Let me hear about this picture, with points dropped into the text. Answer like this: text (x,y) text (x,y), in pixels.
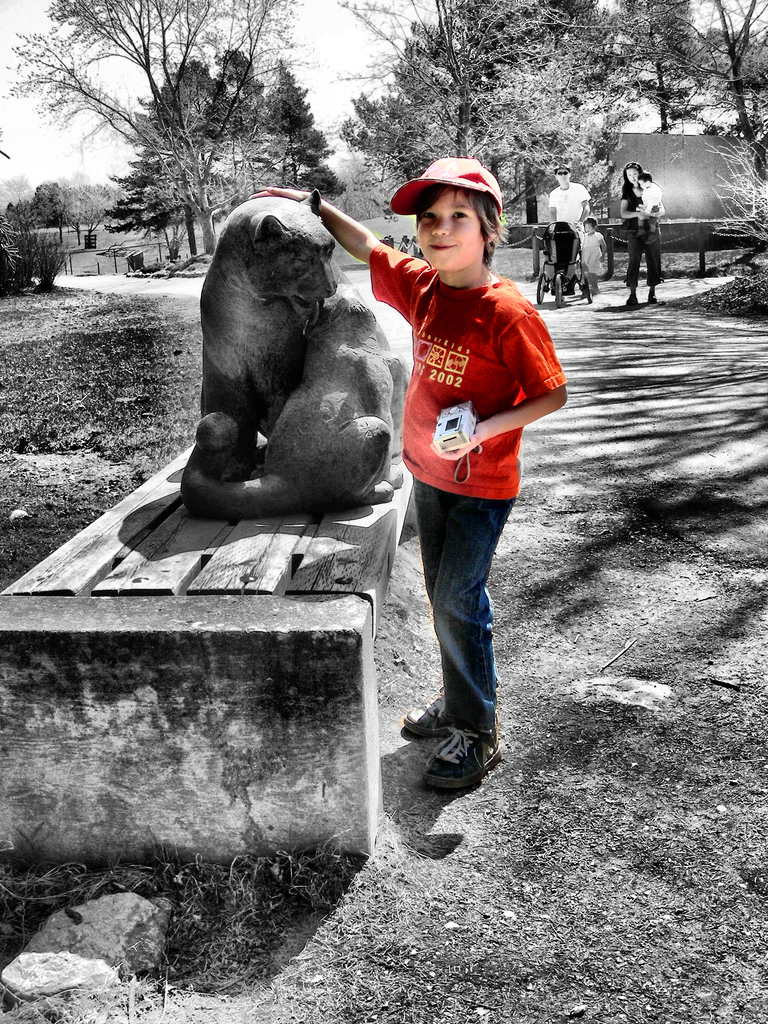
In this picture we can see a kid (460,383) standing here, behind him there is a statue (392,438) of an animal (279,496), in the background (463,22) there are some trees (453,105), we can see three persons (628,235) standing here, there is the sky (336,24) at the top of the picture (328,29).
